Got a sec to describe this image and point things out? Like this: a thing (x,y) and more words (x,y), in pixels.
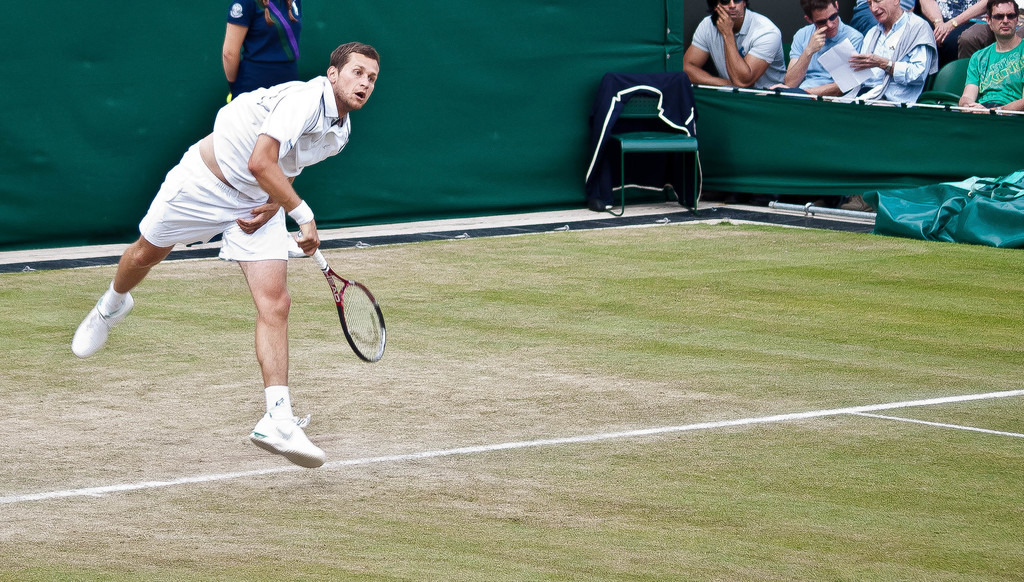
In this image there is a person (246,180) wearing white color sports dress (248,197) holding racket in his hand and at the right side of the image (965,33) there are spectators (983,90) and at the background of the image (263,48) there is a lady person (292,50) standing.
